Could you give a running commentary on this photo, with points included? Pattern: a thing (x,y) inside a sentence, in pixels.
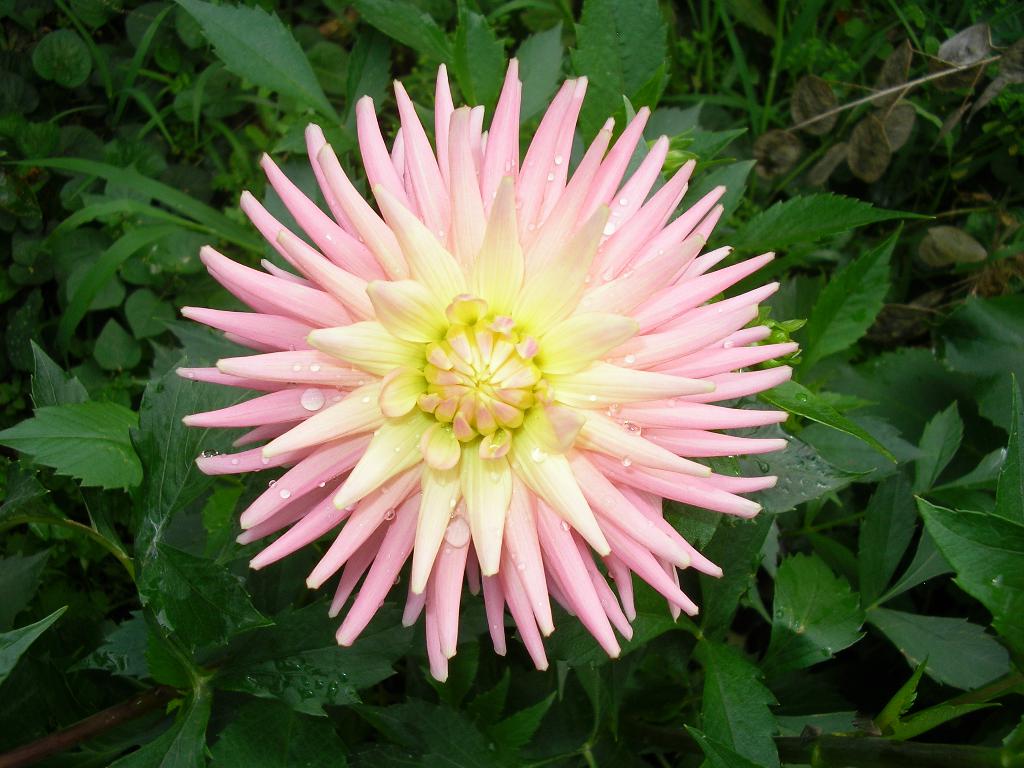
In this image, we can see a flower (464,496) with water drops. Background (261,757) we can see green leaves (976,643) and stems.
